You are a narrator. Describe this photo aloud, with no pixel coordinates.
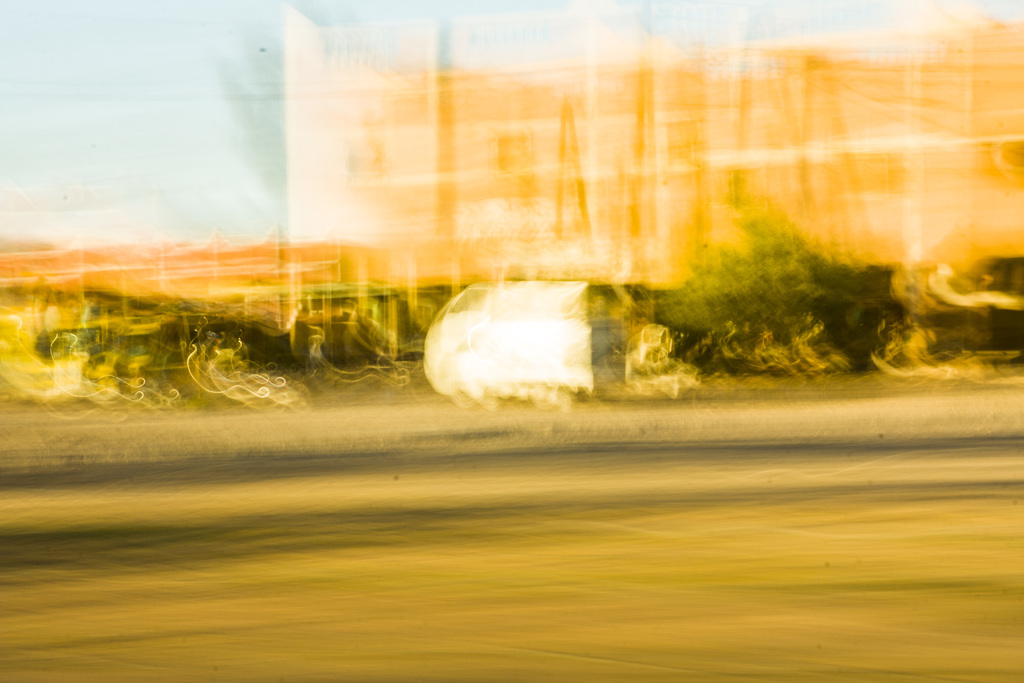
This is the blurred image. I can see white, green, black and orange colors.
